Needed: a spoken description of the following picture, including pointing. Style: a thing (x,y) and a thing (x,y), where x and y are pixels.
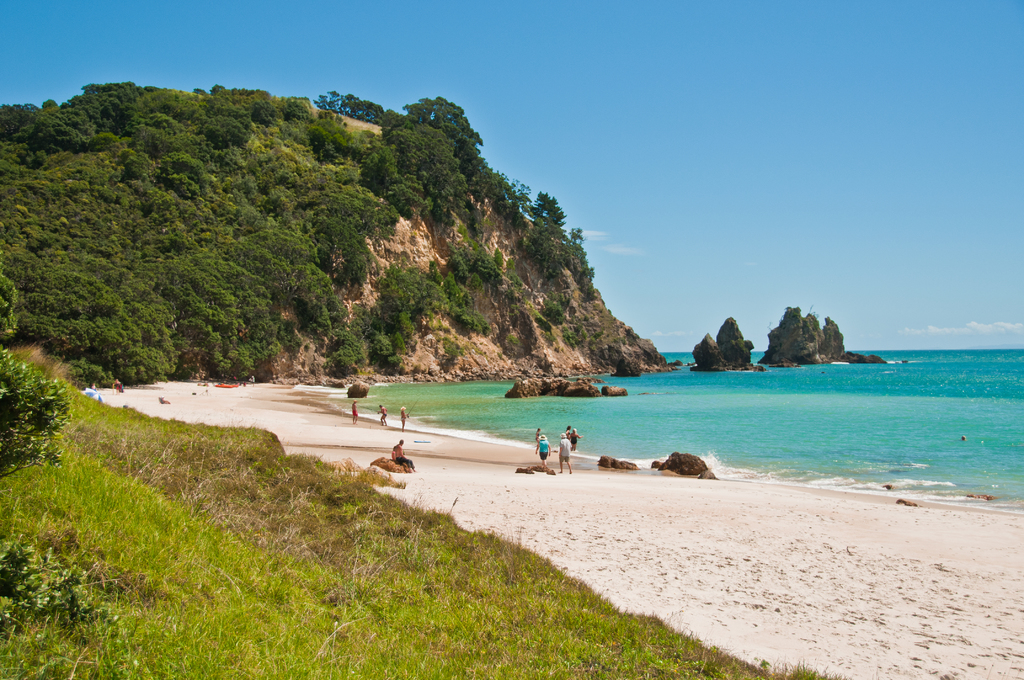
In the background (739,108) we can see the sky (908,82). In this picture we can see the thicket (454,190), mountain (435,243), rocks (577,383), people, seashore (739,589), grass (400,558) and plants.
